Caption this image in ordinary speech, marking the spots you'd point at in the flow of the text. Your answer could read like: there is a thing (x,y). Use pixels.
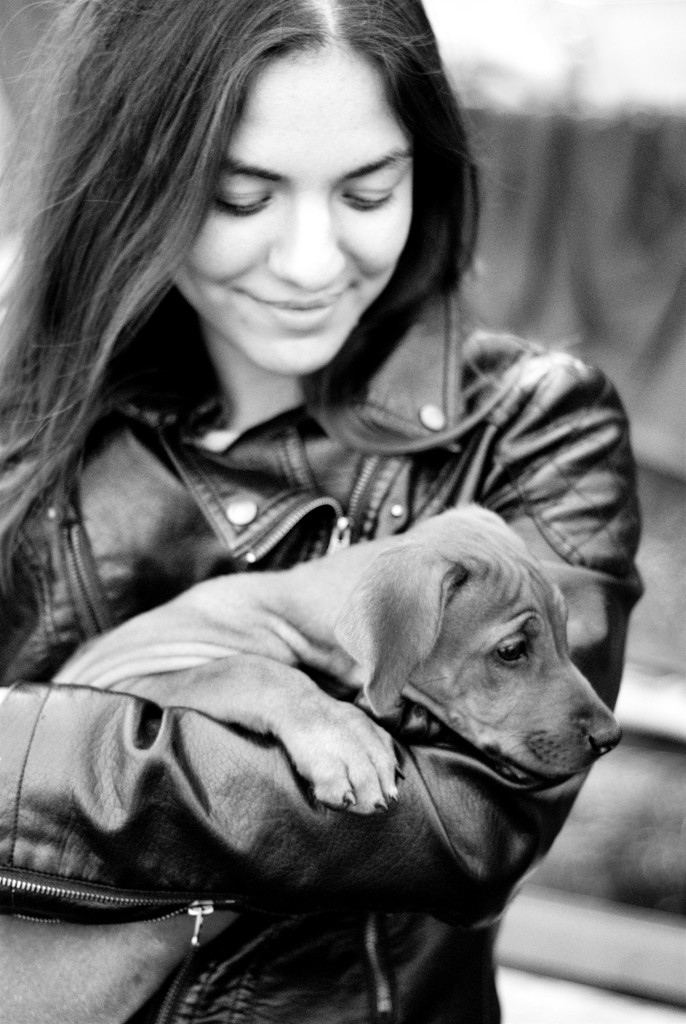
In the image a woman (266,521) is standing and holding a dog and smiling.
